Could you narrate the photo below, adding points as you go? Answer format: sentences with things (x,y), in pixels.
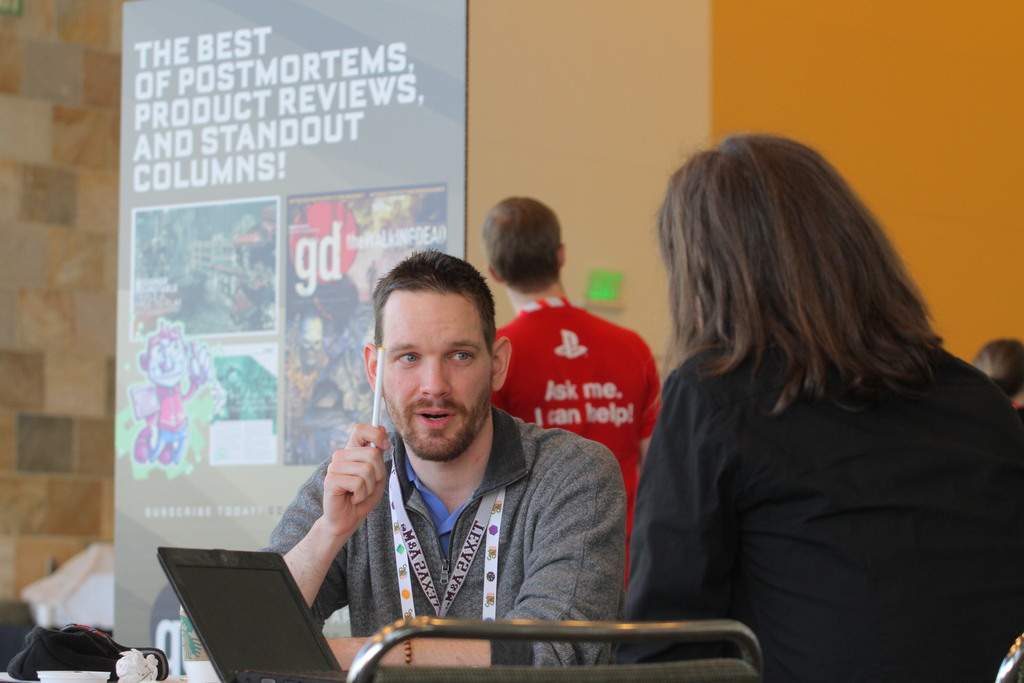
In this image I can see two persons (725,378) sitting, the person (514,536) in front (495,564) wearing gray shirt (534,566), holding a pen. The person (966,577) at right (921,573) wearing black color dress (702,540), in front I can see a laptop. Background (651,262) I can see a person (540,273) standing wearing red color dress (544,366), a board (295,39), and the wall (883,83) is in brown color.
